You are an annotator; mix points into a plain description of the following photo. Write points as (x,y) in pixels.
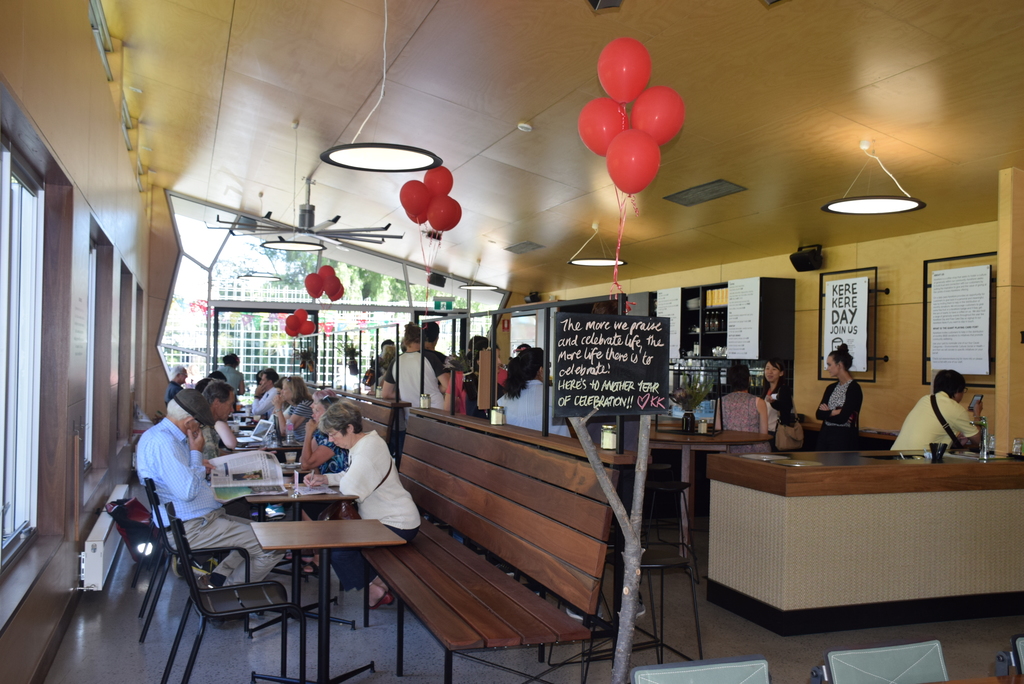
This is a picture of restaurant (501,468). Here we can see balloons (649,167), lights (899,205), boards (846,301). Few persons (327,429) are sitting on chairs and benches (545,439) in front tables (314,544). And few (519,375) are standing here. These are windows (24,373). This is a floor (716,620).
